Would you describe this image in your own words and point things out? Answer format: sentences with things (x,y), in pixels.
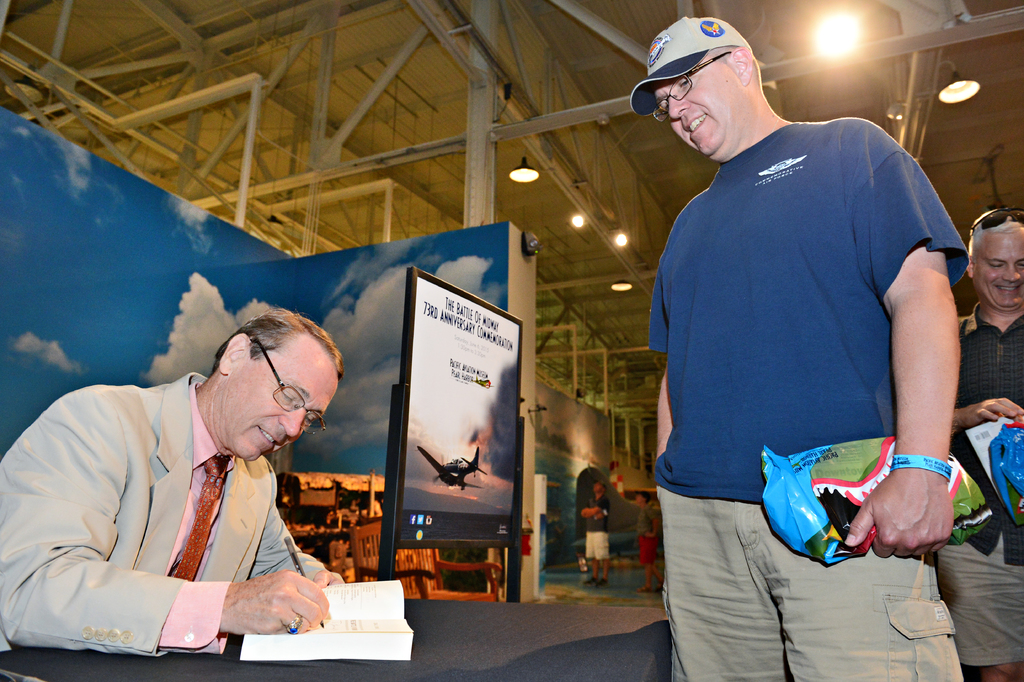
In this image we can see a person (156,481) sitting and wearing a specs (281,377). He is holding a pen (292,557) and writing on a book (355,627). There are two persons (846,347) standing and holding something in the hand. One person (647,107) is wearing specs (686,83) and cap (675,41). Another person (987,263) is wearing goggles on the head (986,243). In the back (497,398) we can see a board (466,378) with text (465,364) and image (459,475) of aircraft (439,481). Also there is board (176,244) with painting (211,265) of sky (29,289) with clouds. In the back (434,574) we can see chair (462,569). Also we can see few people (593,509) and wall (592,443) with painting (585,430). On the ceiling (570,222) there are lights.
